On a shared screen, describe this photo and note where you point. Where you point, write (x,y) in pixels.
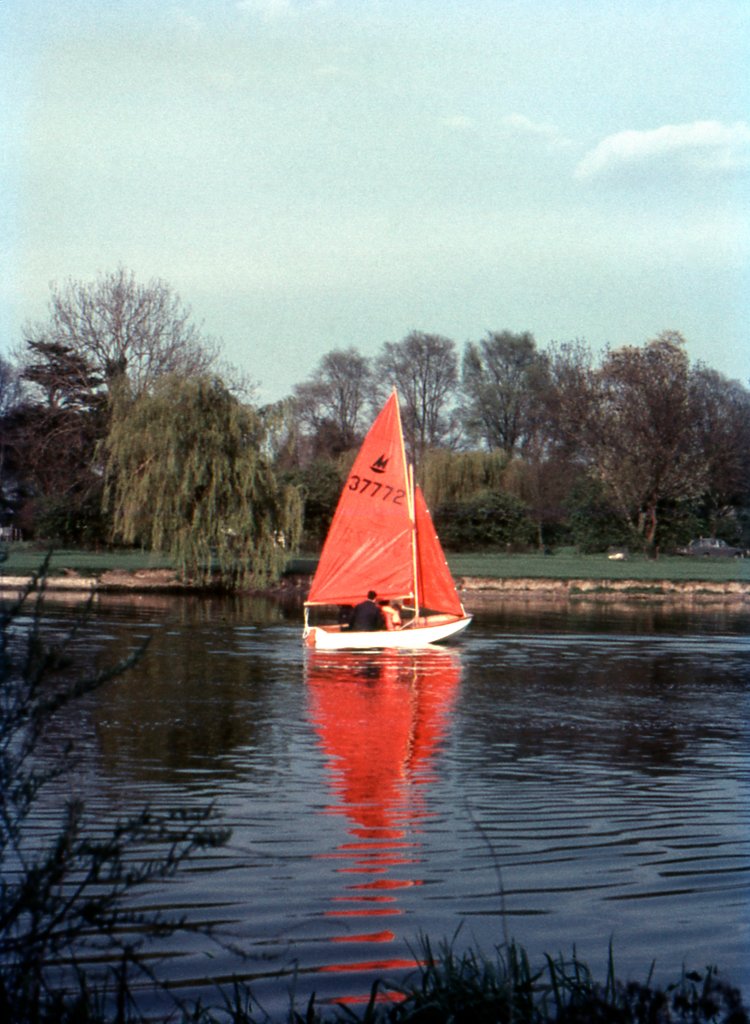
In this image we can see a boat (376,440) on the water (379,704) and there are few persons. In the background (663,288) we can see grass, plants (587,531), trees (361,416), and sky (444,242) with clouds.
